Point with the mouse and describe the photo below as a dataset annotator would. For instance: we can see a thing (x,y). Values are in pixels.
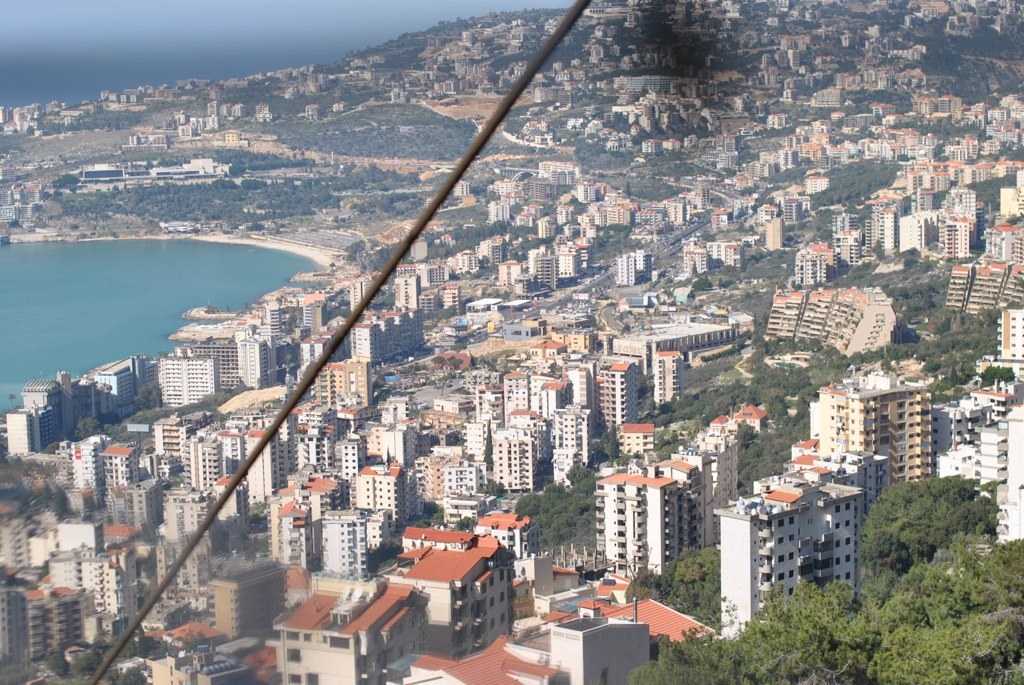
In this image we can see there are buildings (551,341), trees (817,205), water (194,75), stick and the sky (95,34).
